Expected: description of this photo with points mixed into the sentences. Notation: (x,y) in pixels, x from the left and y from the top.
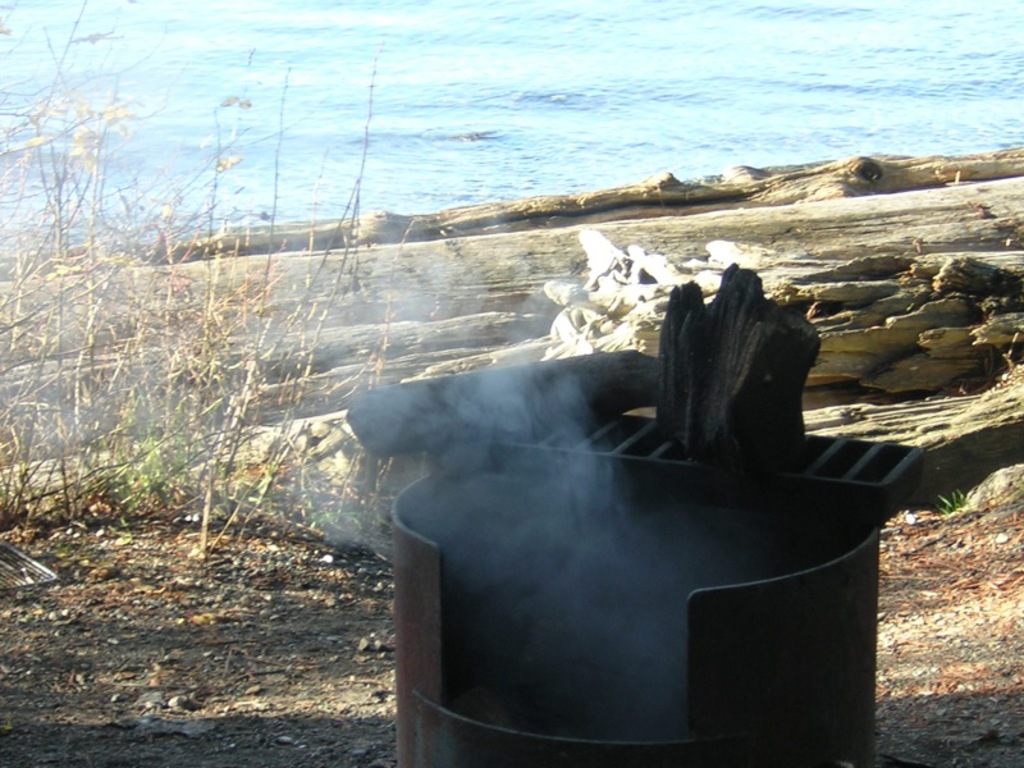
In this image in the front (587,574) there is a drum (615,591) and on the top of the drum (613,492) there are wooden objects (559,414). In the center (578,321) there are plants (190,347) and there is a wooden log (857,315). In the background (391,95) there is water (558,97).
